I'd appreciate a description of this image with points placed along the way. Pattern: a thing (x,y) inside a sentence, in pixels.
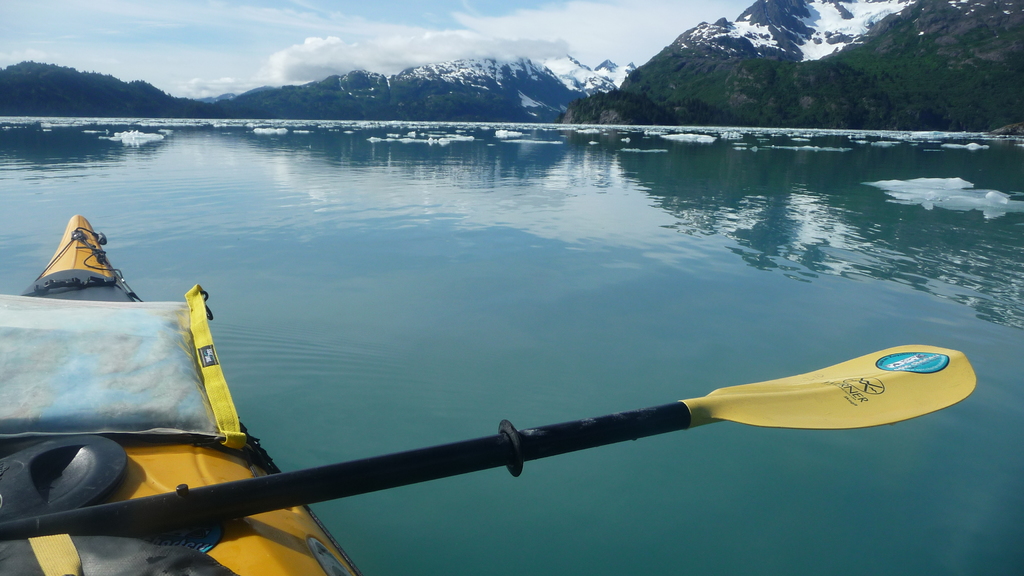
In this image I can see few mountains (475,120) and the sky (226,40). I can see the paddle (565,452) and few objects (78,355) on the boat (278,517) and the boat (345,575) is on water surface (863,317).
